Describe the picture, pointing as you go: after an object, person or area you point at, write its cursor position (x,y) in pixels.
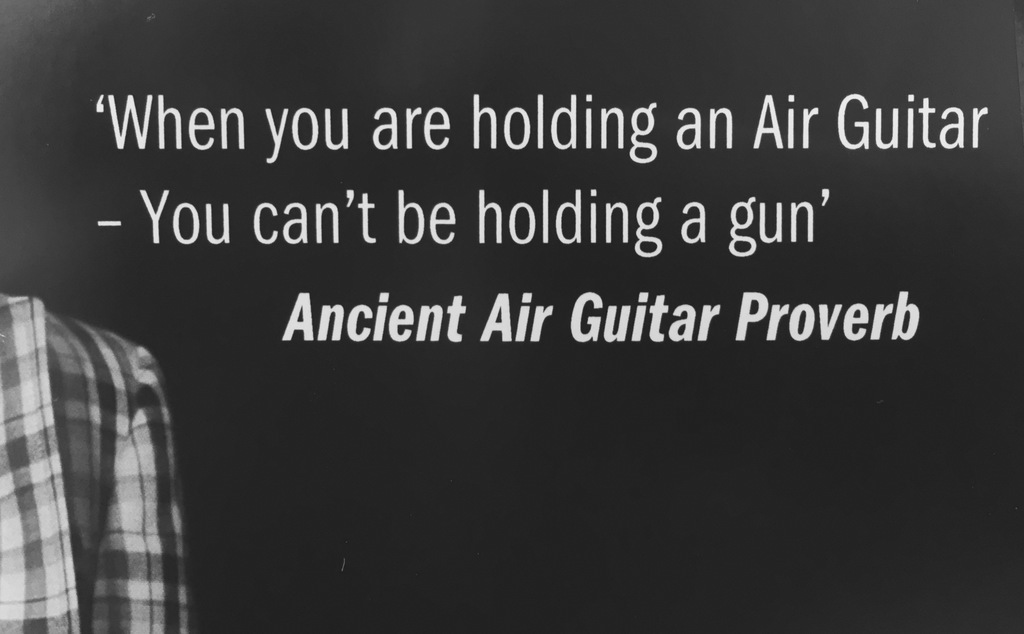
In this image we can see some text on the black color surface (520,307). To the left side of the image (63,317) there is cloth (37,405).
